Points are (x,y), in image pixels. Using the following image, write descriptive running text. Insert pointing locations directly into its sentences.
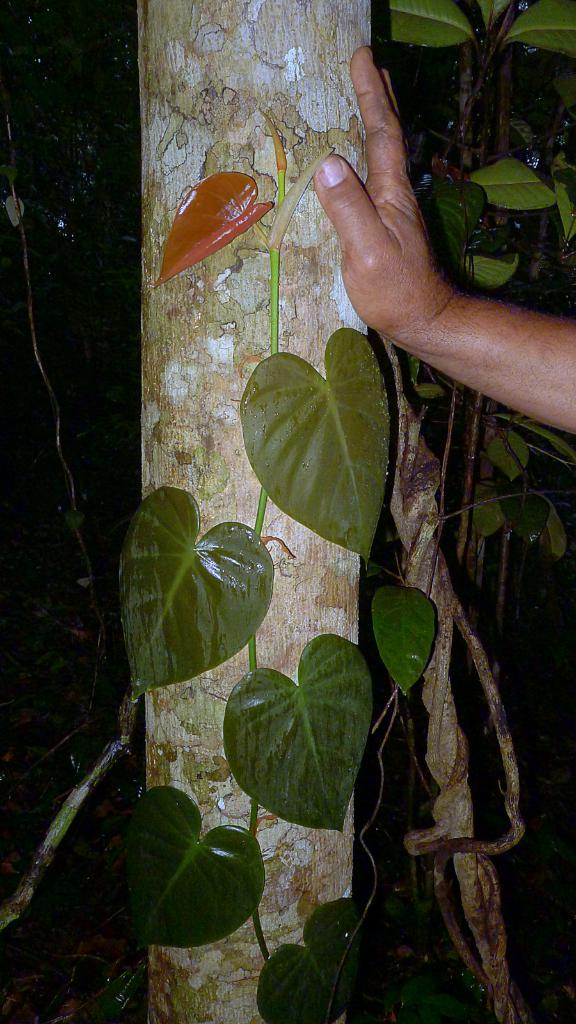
In this image I can see the tree trunk (313,29) and the person's hand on it. I can see few green color leaves (310,421) and the black color background (24,472).
